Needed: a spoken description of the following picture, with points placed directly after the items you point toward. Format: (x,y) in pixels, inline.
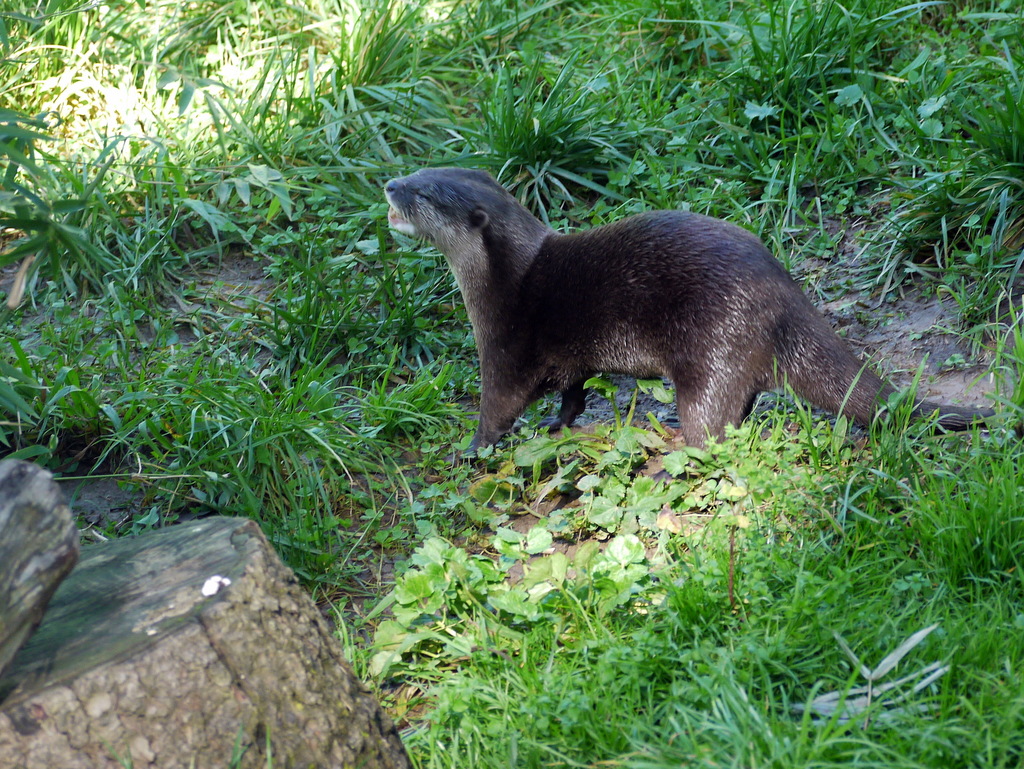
This picture is clicked outside. In the center (605,288) there is a black color animal (532,240) seems to be standing on the ground (437,473) and we can see the green grass (654,560) and some plants (457,533). On the left corner (141,633) there are some objects (94,645).
